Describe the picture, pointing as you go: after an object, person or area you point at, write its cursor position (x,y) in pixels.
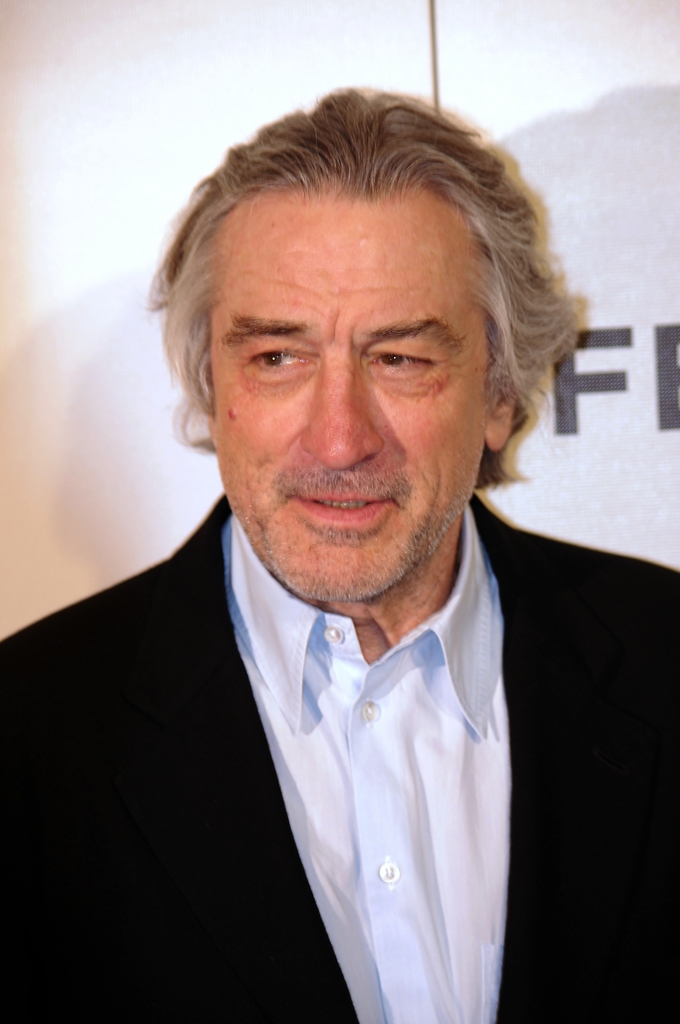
In this image we can see a man (249,742) wearing a black suit (275,794). In the background (588,393) we can see the text (624,382) on the white wall (596,490).
